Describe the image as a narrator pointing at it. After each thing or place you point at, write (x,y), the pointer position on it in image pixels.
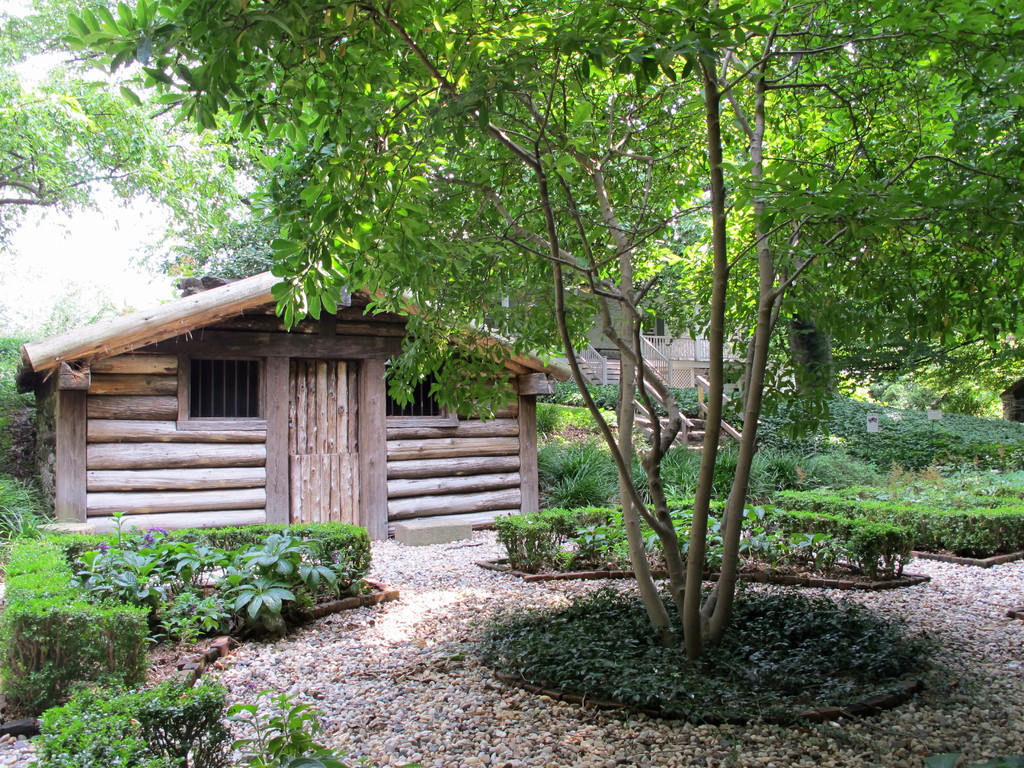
In this image we can see two houses (670,359). There are staircases (682,419) in the image. There are many trees (789,132) and plants (623,549) in the image.
